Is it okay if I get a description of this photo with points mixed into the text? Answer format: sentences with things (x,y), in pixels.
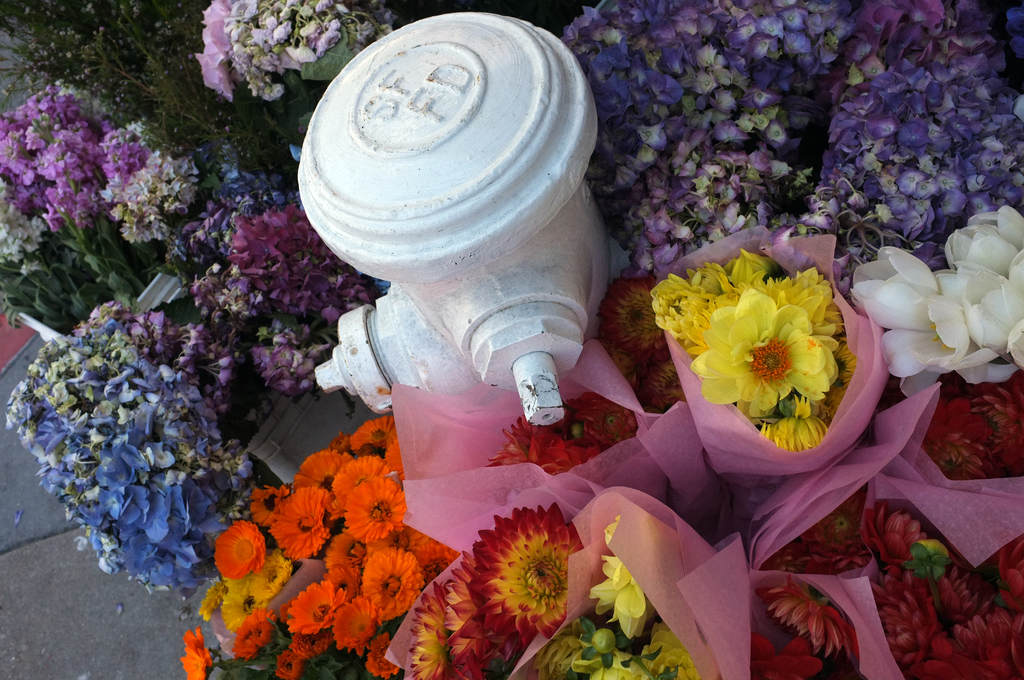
In the picture we can see fire hydrant (530,243) which is in white color and there are some flower bouquets (92,298) around it.
